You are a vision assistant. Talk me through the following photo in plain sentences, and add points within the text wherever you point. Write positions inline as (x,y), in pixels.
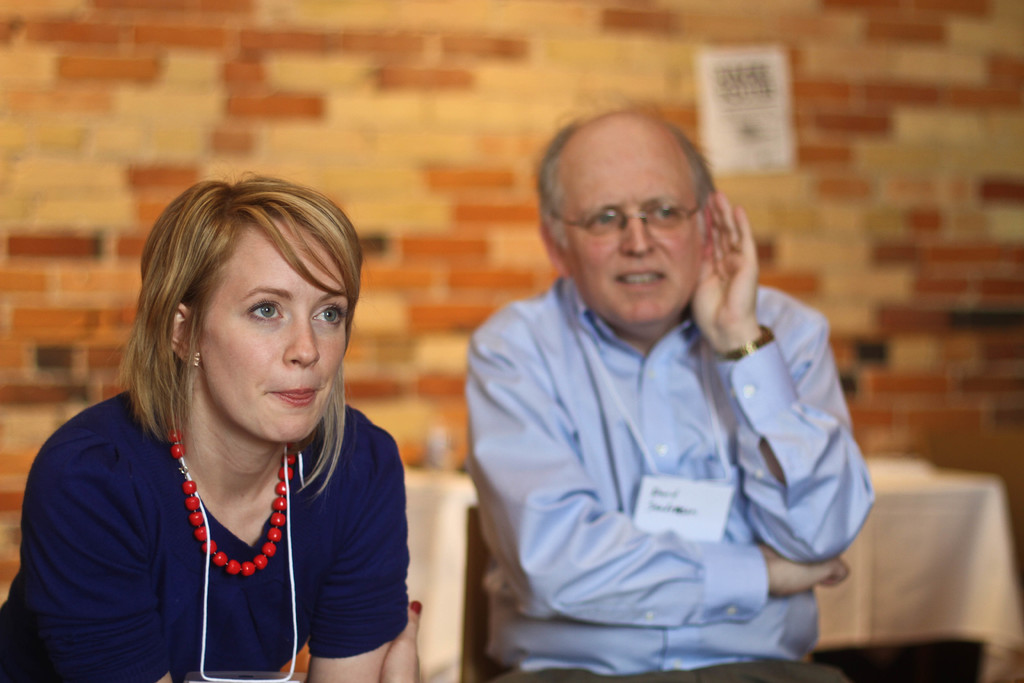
The picture is taken in a conference. On the left side of the picture (162,633) there is a woman (150,580) in blue dress (302,582). In the center of the picture (533,362) is a man (643,432) wearing blue shirt (626,488), he is sitting in a chair (469,609). The background (435,506) is blurred. In the background (420,580) there is a table (454,474) and a brick wall (439,157).
